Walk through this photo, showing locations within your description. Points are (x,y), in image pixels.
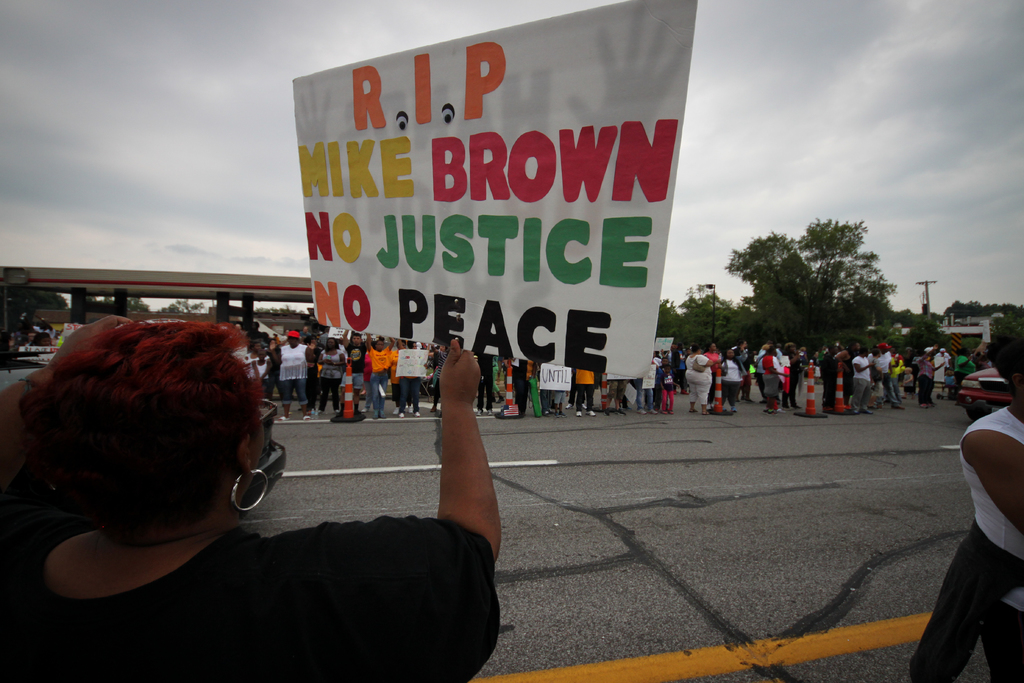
This is an outside view. On the left side (139,523) a woman (214,555) wearing a black color dress (253,637) and holding a board (466,111) in the hand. On the board (374,262) I can see some text (461,253). In the middle of the image (647,447) there is a road (670,483). On the other side of the road (670,499) I can see many people (865,373) are standing. In the background (830,343) there are many trees (841,309) and a bridge (252,280). At the top of the image (151,105) I can see the sky (119,105).
